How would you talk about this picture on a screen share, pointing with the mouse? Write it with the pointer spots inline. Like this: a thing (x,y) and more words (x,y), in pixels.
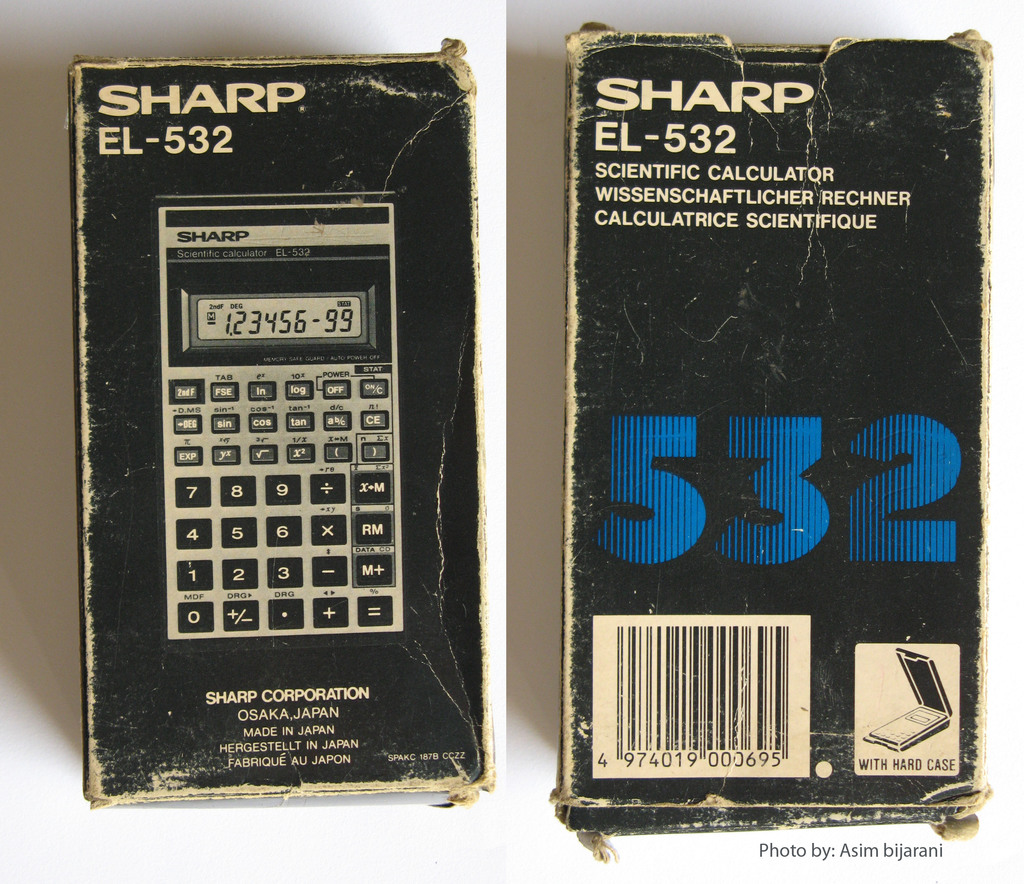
In this image we can see a scientific calculator box (817,346), there is a barcode (762,617) on it.
